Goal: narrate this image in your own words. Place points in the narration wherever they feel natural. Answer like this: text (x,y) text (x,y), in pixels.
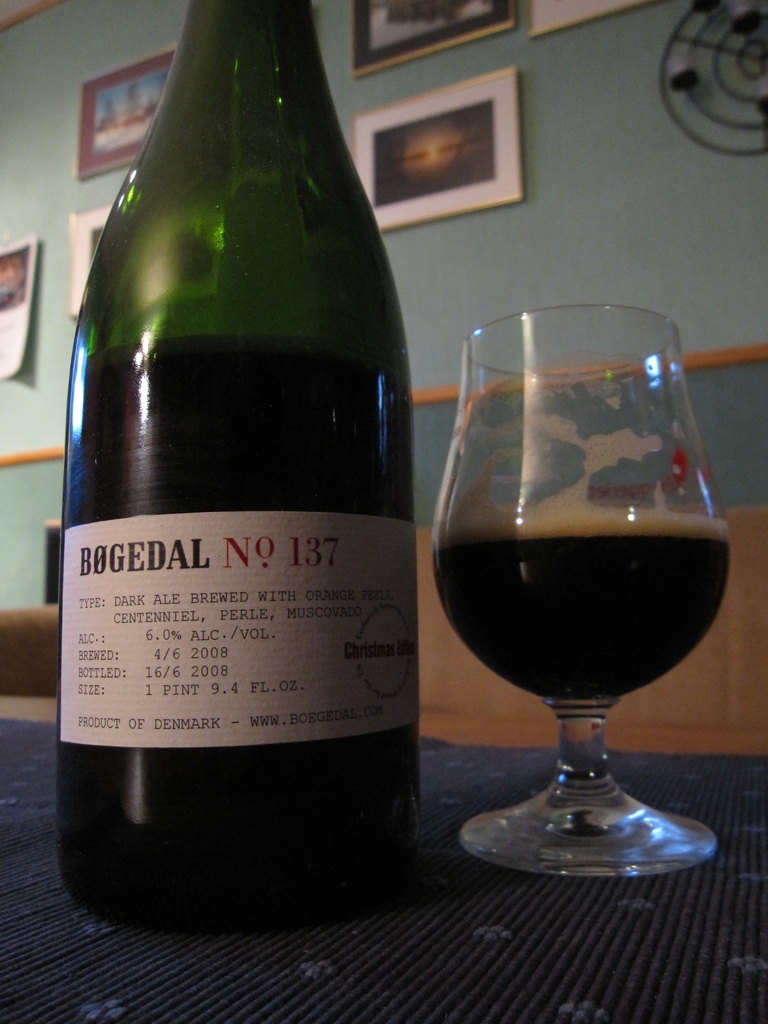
In this image i can see a bottle (315,537) and a glass (491,584) on a table (467,907) at the back ground (474,142) i can see few frames (474,114) attached to a wall (534,103).
